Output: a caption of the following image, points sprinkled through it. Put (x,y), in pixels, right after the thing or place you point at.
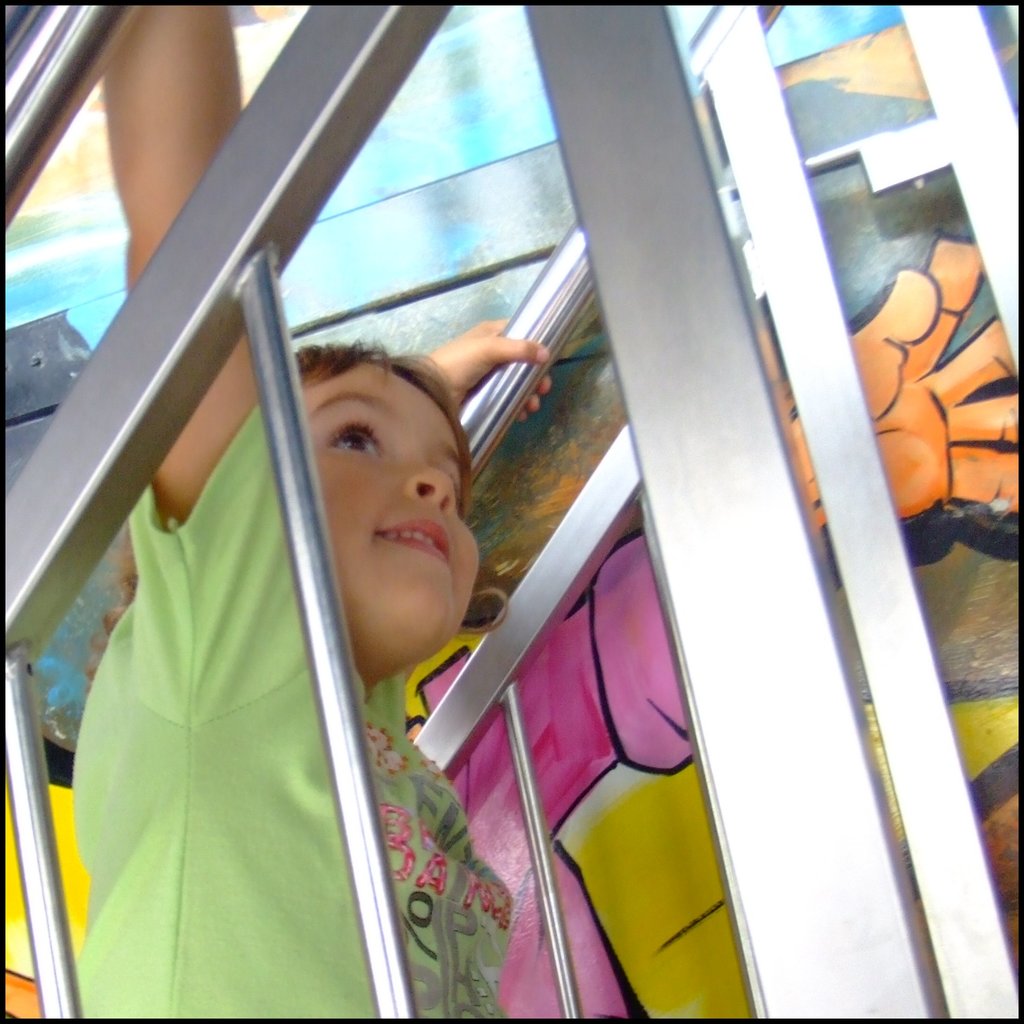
In this picture we can see a kid (245,811), the kid (215,824) is smiling, beside to the kid (296,639) we can find few metal rods (340,704) and a painting (665,724) on the wall (653,755).
